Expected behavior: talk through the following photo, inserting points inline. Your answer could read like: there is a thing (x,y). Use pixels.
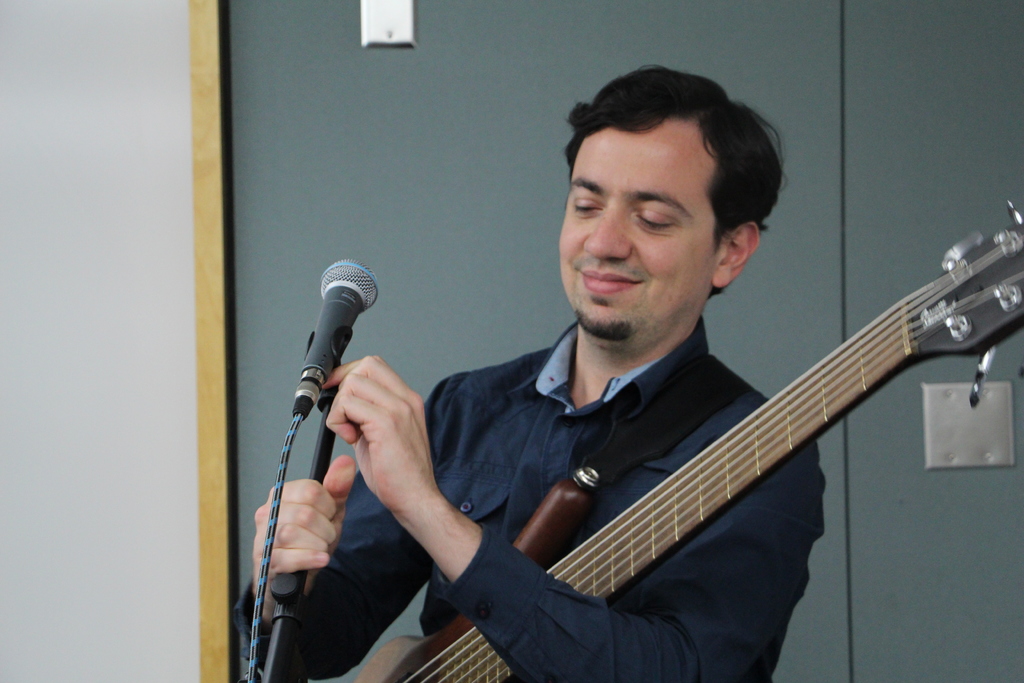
This person (703,91) hold guitar (617,540), microphone (361,288). On the background (335,190) we can see wall (273,192). There is a microphone (362,275) with stand (280,580).
